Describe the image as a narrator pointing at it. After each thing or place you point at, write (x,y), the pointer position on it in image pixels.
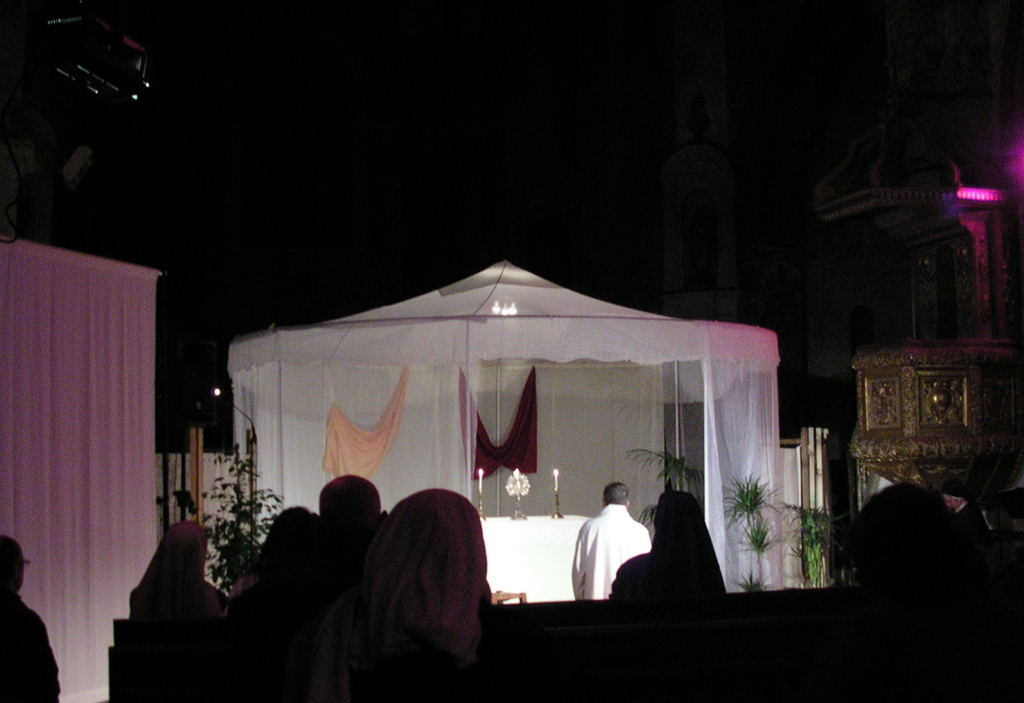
In this picture we can see there are a group of people (423,581) and in front of the people (385,571) there is a tent (405,419) and in the tent (375,478) there are candles (557,485) and other things (495,467). Behind the tent (498,494) there is a dark background (731,188).
